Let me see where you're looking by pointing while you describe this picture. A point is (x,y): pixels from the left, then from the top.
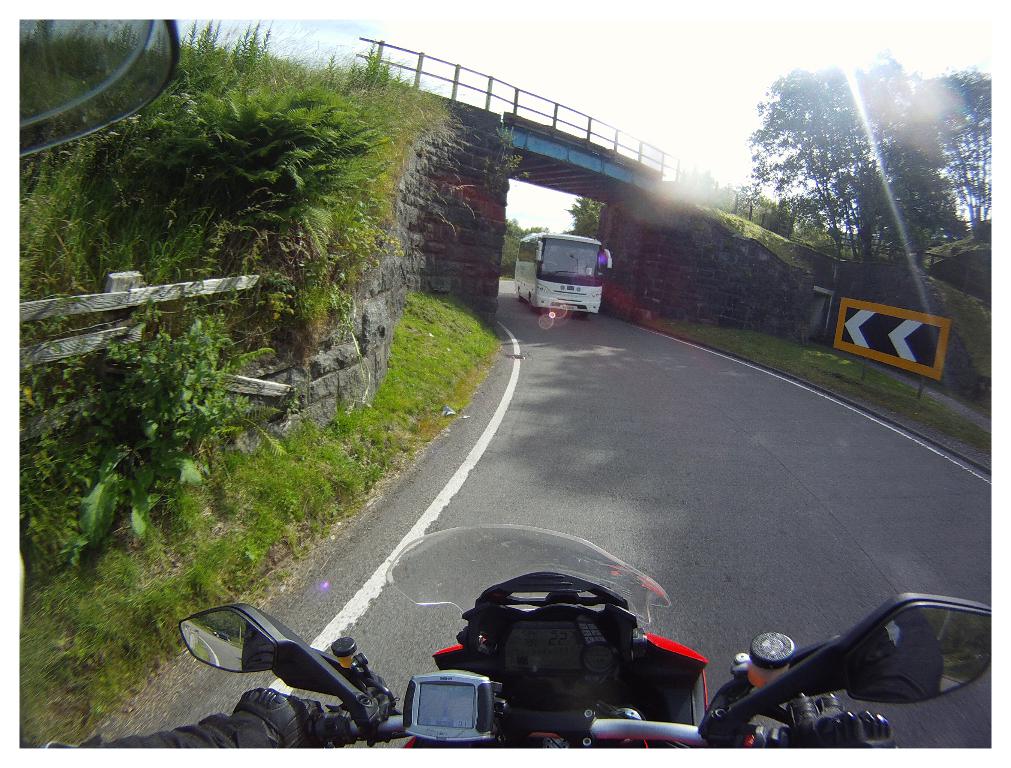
In the picture I can see vehicles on the road (548,415). In the background (444,117) I can see the grass (233,228), plants (356,211), a bridge (459,135), trees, a sign board (854,336), the sky (639,122) and some other things (727,291).
